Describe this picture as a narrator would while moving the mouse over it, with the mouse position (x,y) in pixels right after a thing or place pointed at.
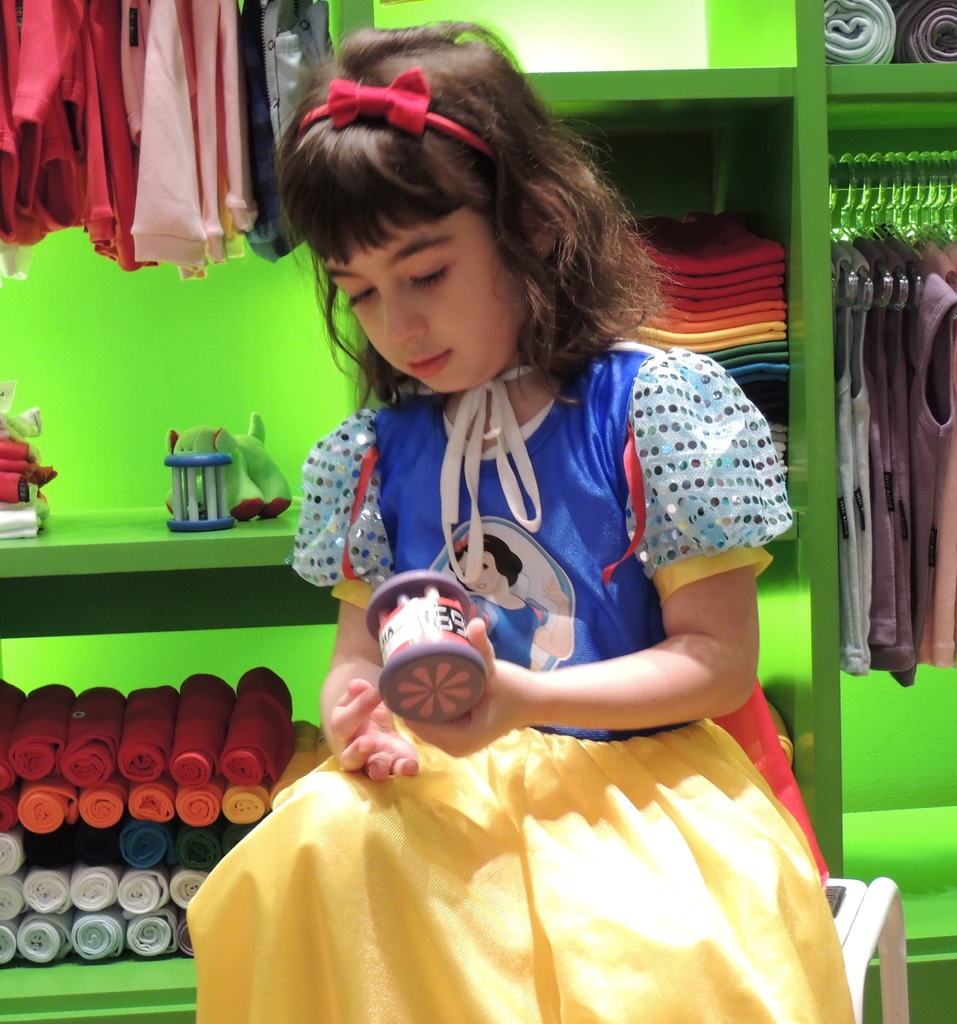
In this picture I can see a girl (589,699) is wearing a frock (617,968). The girl (503,699) is sitting on an object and holding something in the hand (486,643). In the background (302,448) I can see shelves (161,486) which has clothes (23,712) and other objects (226,442).
